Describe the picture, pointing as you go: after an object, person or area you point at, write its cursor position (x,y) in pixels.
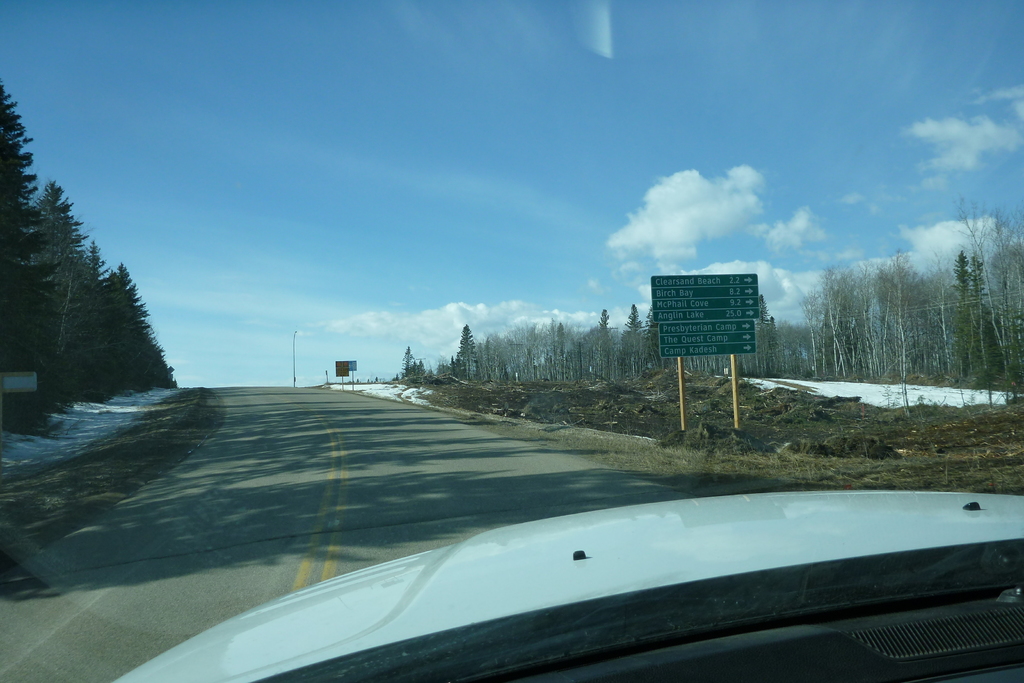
In this picture we can see a front part (661,581) of a vehicle (627,559), direction boards (689,329), road (252,416), trees (80,259), poles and some objects (532,392) and in the background (517,176) we can see the sky (674,215) with clouds (749,197).
